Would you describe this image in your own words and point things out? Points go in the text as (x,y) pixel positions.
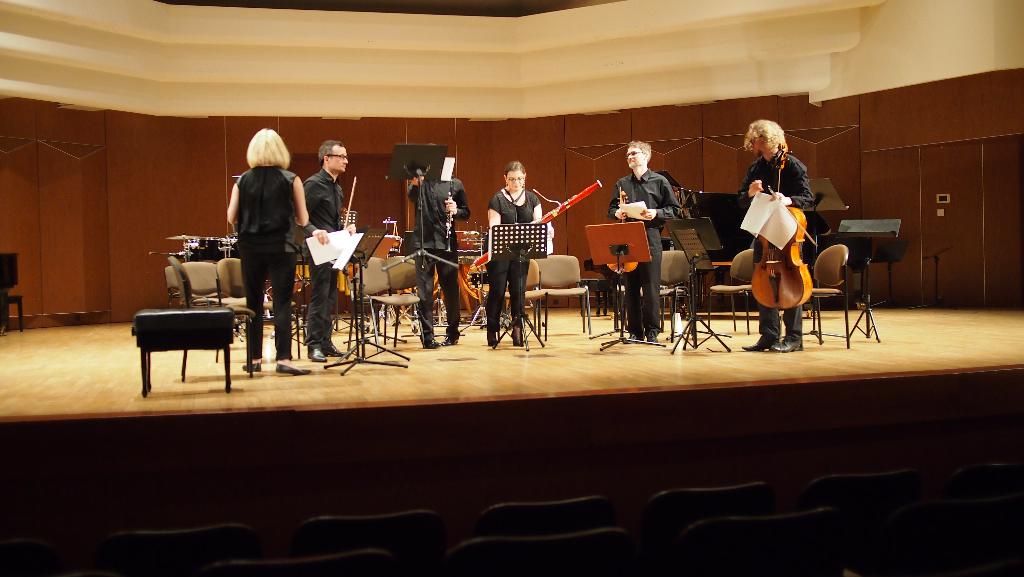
In this image I can see number of people (430,284) are standing. I can also see most of them are holding musical instruments (573,199) and few of them are holding papers (344,261). I can also see few stands (502,332), few chairs (234,292) and I can see everyone are wearing black dress (282,263).
